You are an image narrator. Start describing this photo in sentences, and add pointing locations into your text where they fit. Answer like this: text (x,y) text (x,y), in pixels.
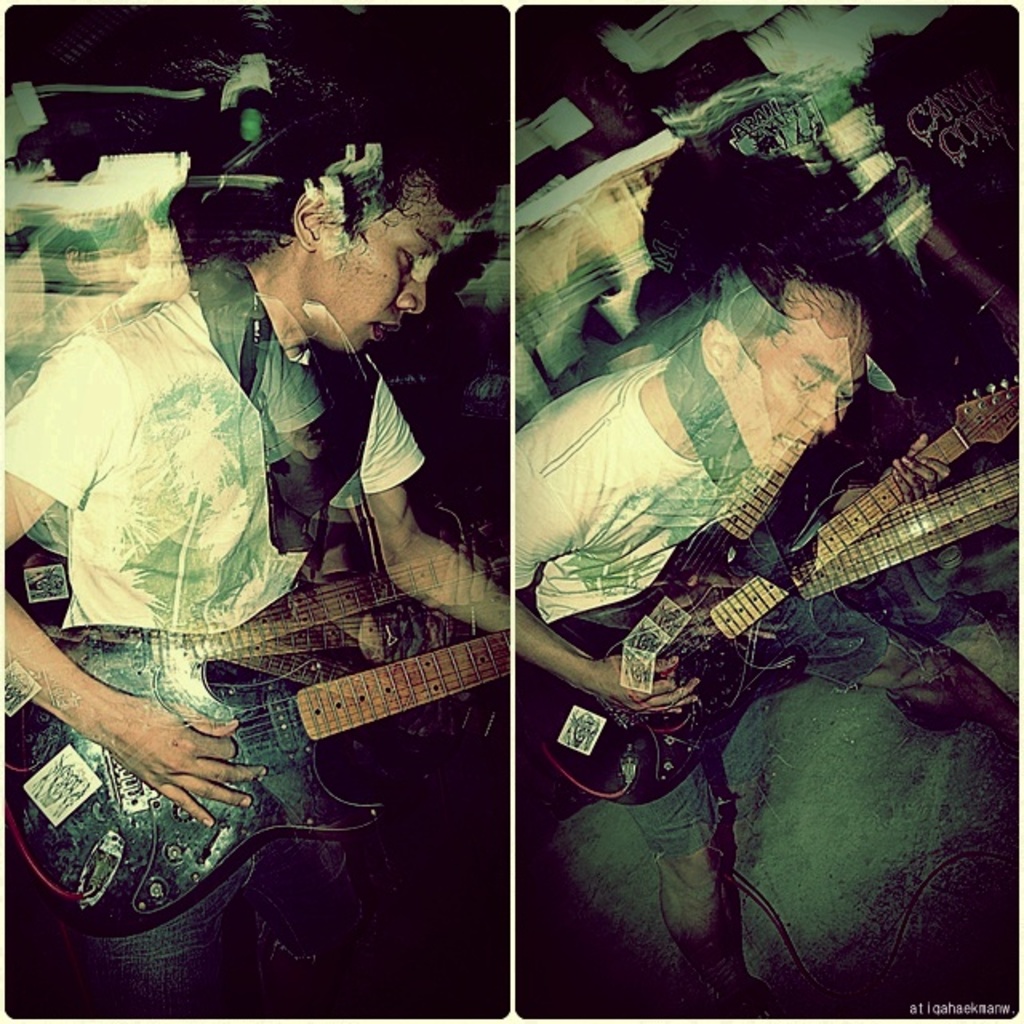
It is a collage image, it is edited, both the people (704,507) who are shown in the image are holding the guitar (494,676), both the persons (557,577) are same.
